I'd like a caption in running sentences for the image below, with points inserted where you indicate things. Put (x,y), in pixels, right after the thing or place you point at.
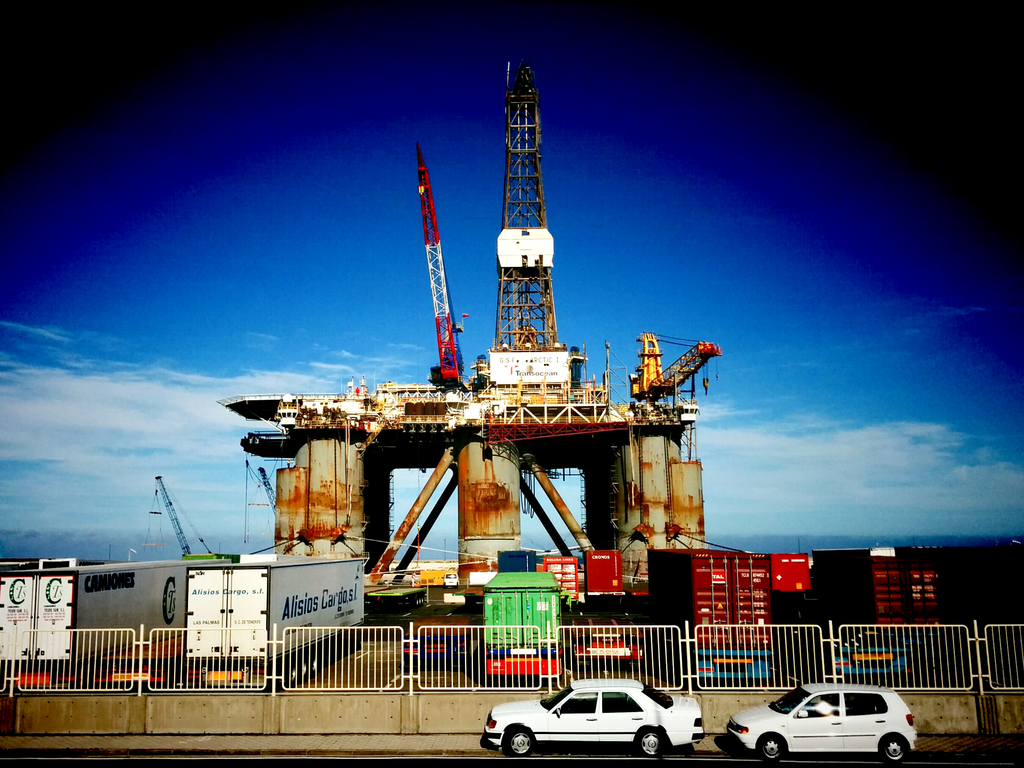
In this image, we can see cars (536,702) on the road (598,752) and in the background (141,640), there is a fence (198,636) and we can see some trucks (607,591) and there is an oil rig (545,395) and we can see crane (640,367). At the top (737,198), there are clouds (828,441) in the sky (841,353).
